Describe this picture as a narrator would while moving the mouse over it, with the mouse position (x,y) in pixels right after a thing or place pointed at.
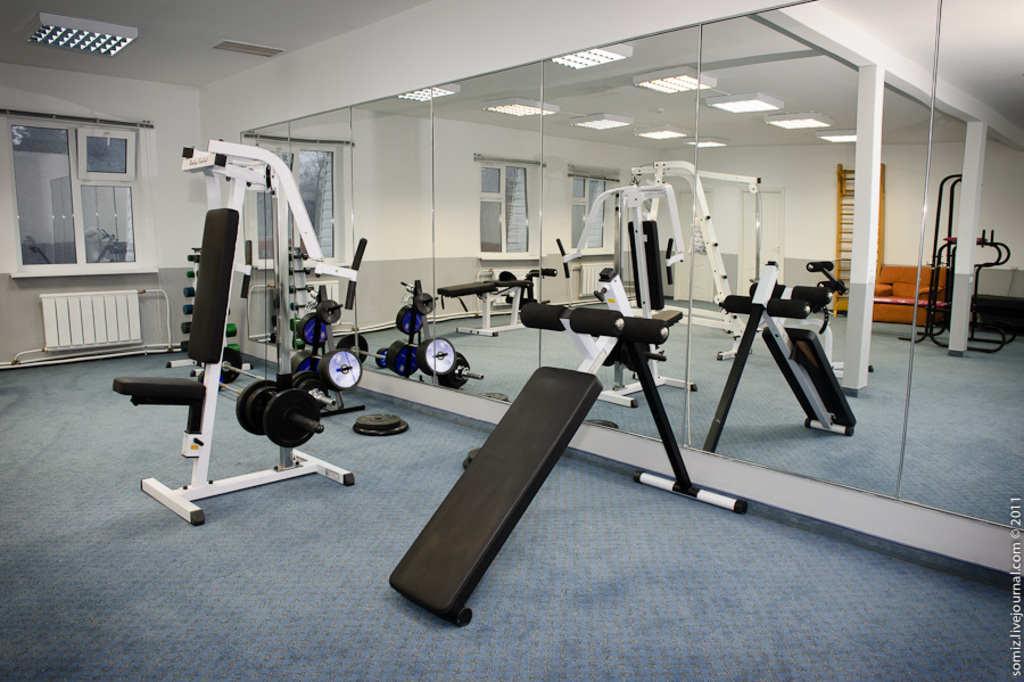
On the bottom right (1016,513), there is a watermark (1020,668). On the right side (971,380), there is a glass (813,132), there are mirrors (911,109) arranged. In these mirrors (819,273), we can see there are gym equipment (934,271) on the floor (449,431), which is covered with a gray color carpet (898,432), there are glass windows (510,183), lights (724,109) attached to the roof (630,108), a wooden object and there is a sofa (886,277) near a white wall (801,204).
